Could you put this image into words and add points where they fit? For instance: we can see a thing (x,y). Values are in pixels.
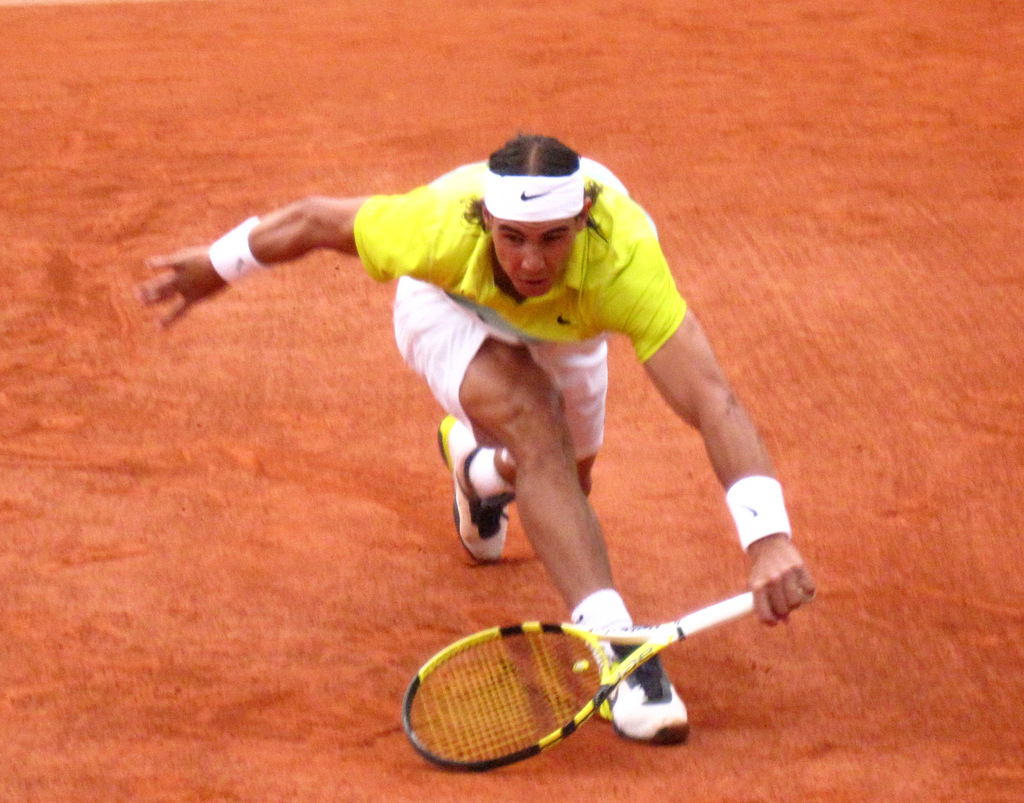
In this image in the center (519,309) there is a person (534,346) holding a tennis racket (681,628) and is in the action of playing.
